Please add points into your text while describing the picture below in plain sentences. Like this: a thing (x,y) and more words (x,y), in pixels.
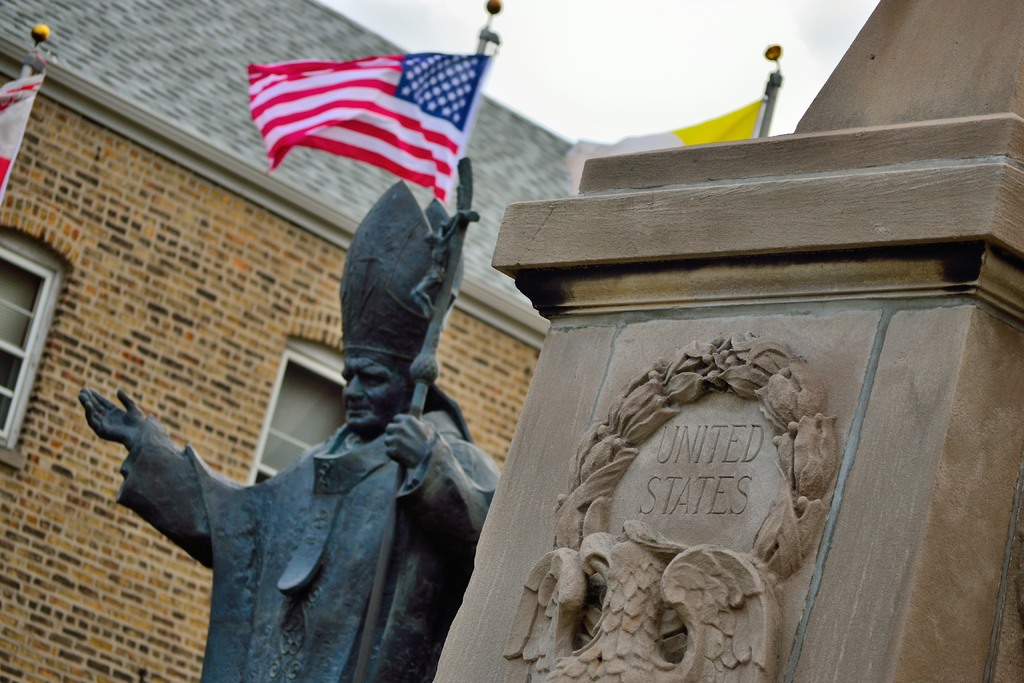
This image is taken outdoors. In the middle of the image (406,390) there is a statue (318,562). In the background (94,289) there is a building (168,278) with a wall (218,317), windows (302,407) and a roof (185,73) and there are three flags (709,136). At the top of the image (610,40) there is a sky (696,40) with clouds (725,44). On the right side of the image (692,388) there is a stone (702,309) with carvings (730,590) and a text (704,479) on it.
